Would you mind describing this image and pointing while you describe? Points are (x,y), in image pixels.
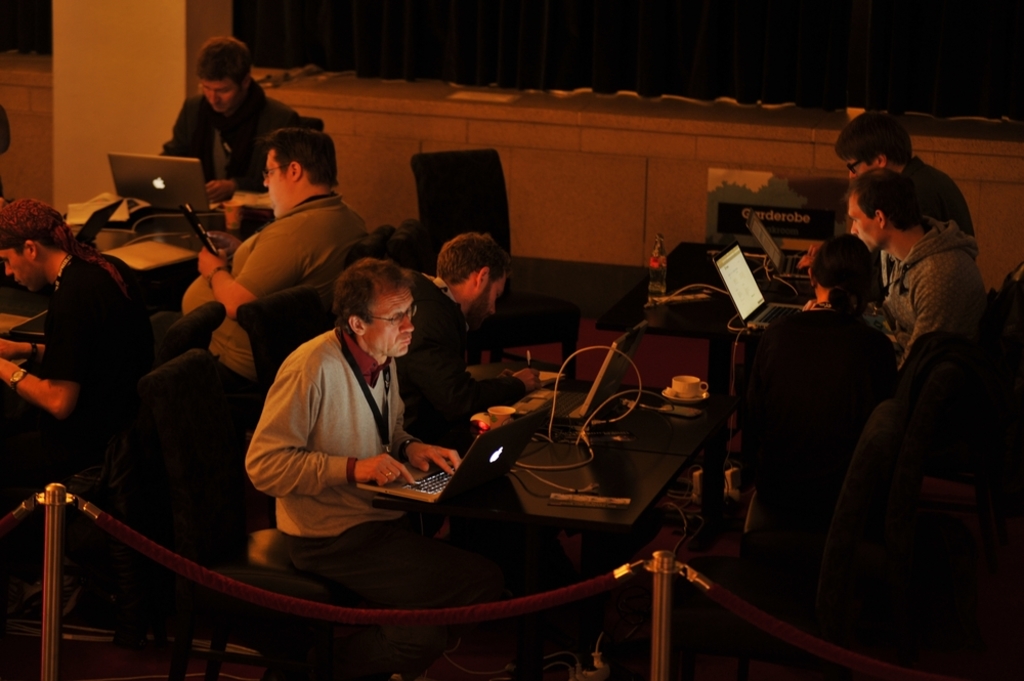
This picture describes about group of people (356,393), they are all seated on the chairs (316,311), in front of them we can see few laptops (495,455), cups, cables (598,424) and other things (484,418) on the table (611,309), and also we can see few metal rods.
